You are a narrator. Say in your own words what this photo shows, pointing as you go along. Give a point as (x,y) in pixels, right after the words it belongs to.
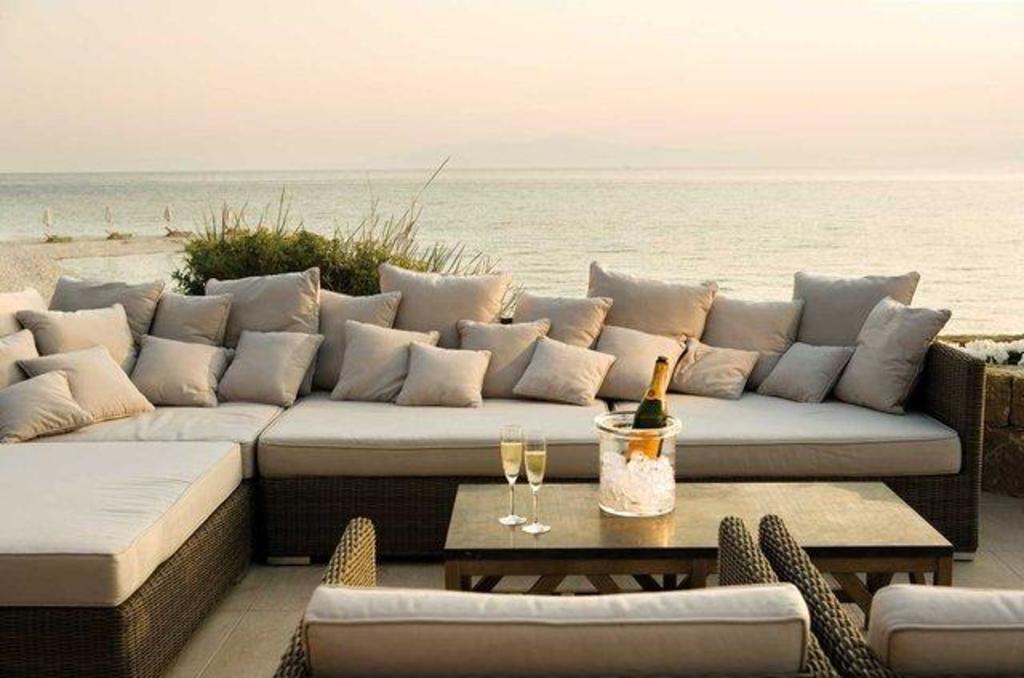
This picture is consists of a sofa (1013,621) which is placed all around the area of the image and there are pillows (44,342) which are arranged on the sofa (18,443) and there is a tree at the left side of the image (306,242), there is a table (509,558) at the center of the image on which there are cool drink bottle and glasses (531,461) are placed, there is water (694,179) all around the area of the image.
